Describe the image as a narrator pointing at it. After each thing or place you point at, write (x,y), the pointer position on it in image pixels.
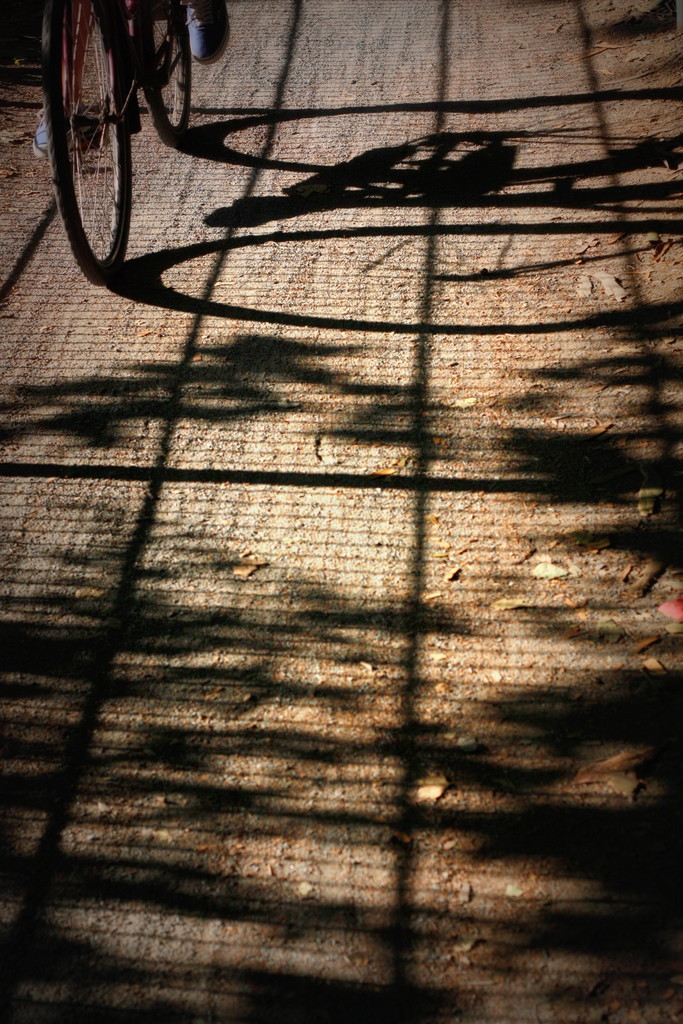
In the top left corner of the image (89,269) a person (193,9) is riding a bicycle (166,0). In the middle of the image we can see a shadow (439,77).
